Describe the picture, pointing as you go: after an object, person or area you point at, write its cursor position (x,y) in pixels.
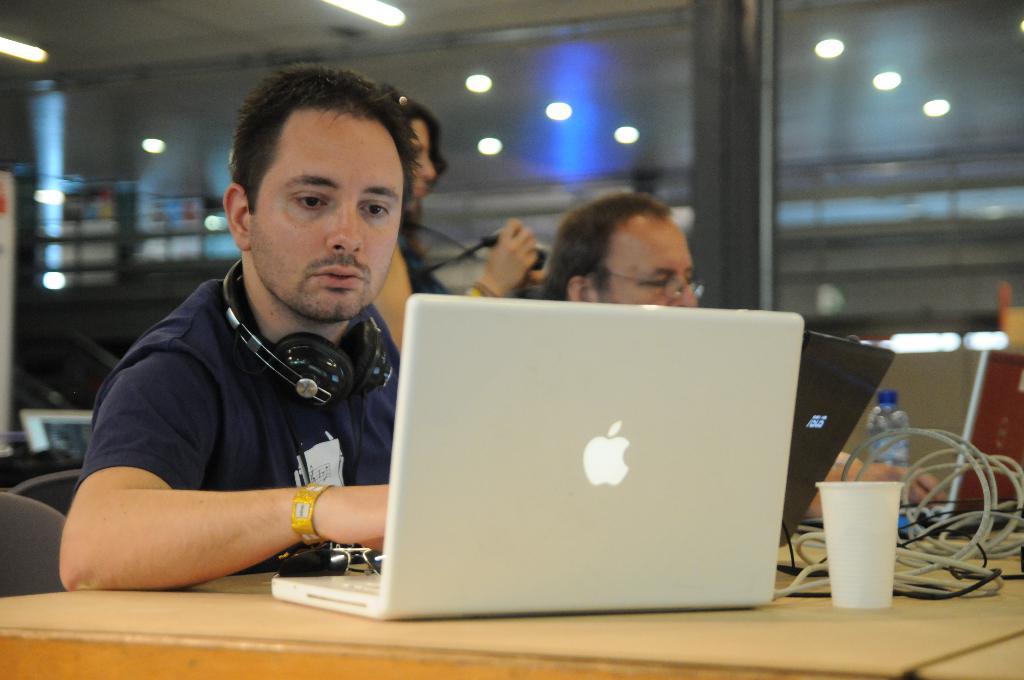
This picture is of inside. In the foreground (438,402) we can see a laptop (758,517), a glass (884,570) and some cables (1004,512) and a bottle (873,432) placed on the top of a table (707,637). On the left (208,386) there is a man (259,448) wearing headphones (323,373) and sitting on the chair (39,526), behind him there is a person (520,249) seems to be standing and there is a man (638,260) seems to be sitting on the chair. In the background (624,57) we can see the lights (875,84) and a wall (95,138).
